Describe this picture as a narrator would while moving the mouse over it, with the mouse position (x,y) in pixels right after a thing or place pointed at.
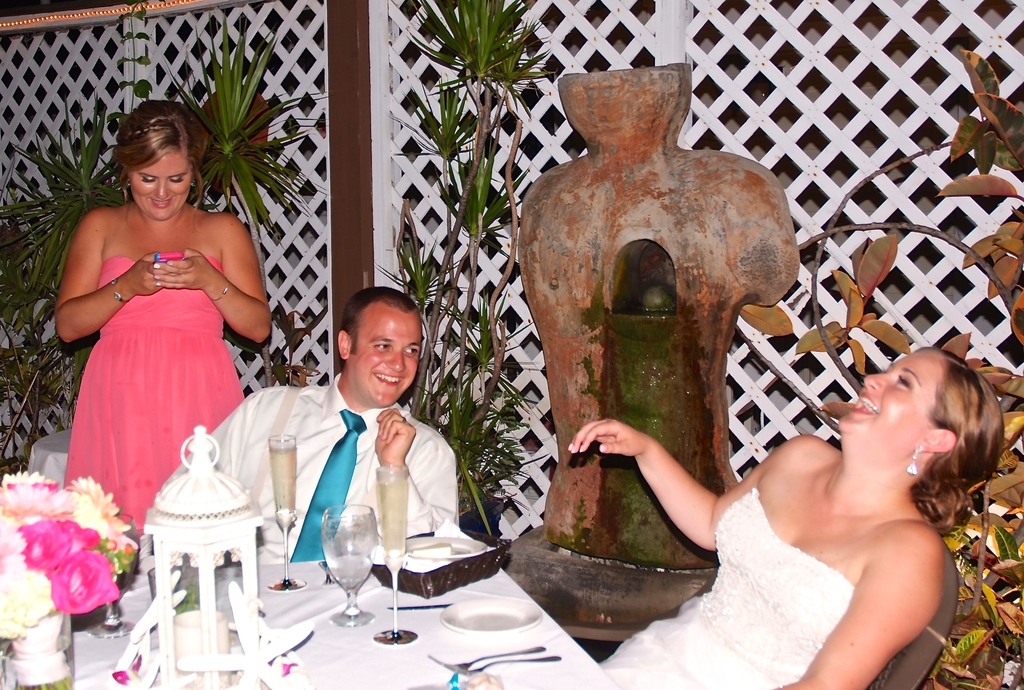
As we can see in the image there are plants (85,189), three people (719,641), chairs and a table (388,686). On table (420,687) there are flowers (111,543), tray (433,575), forks (486,658), plates (433,557) and glasses (364,543). The woman (147,234) standing on the left side (159,222) is wearing pink color dress (128,321) and holding a mobile phone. The man (352,374) in the middle (352,374) and the woman (836,505) on the right side (753,668) are wearing white color dresses (662,670).
